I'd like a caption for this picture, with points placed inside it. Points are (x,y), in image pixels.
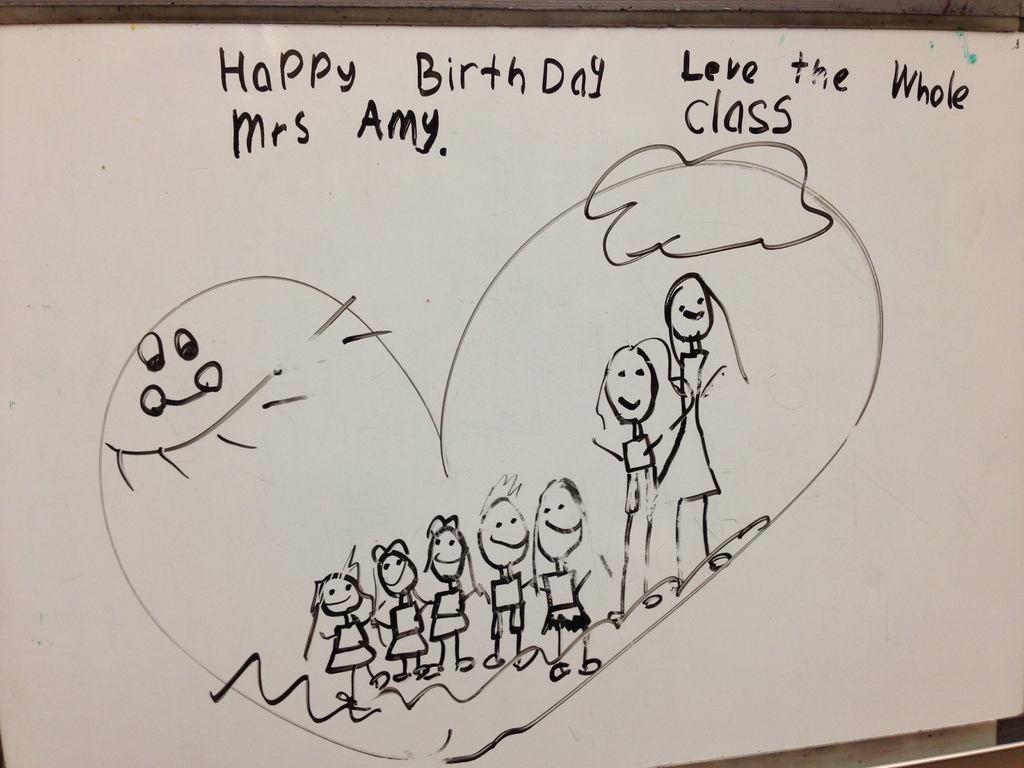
In the center of the image (483,266) there is a board (5,600) on which there is a drawing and some text (340,68) written on it.
